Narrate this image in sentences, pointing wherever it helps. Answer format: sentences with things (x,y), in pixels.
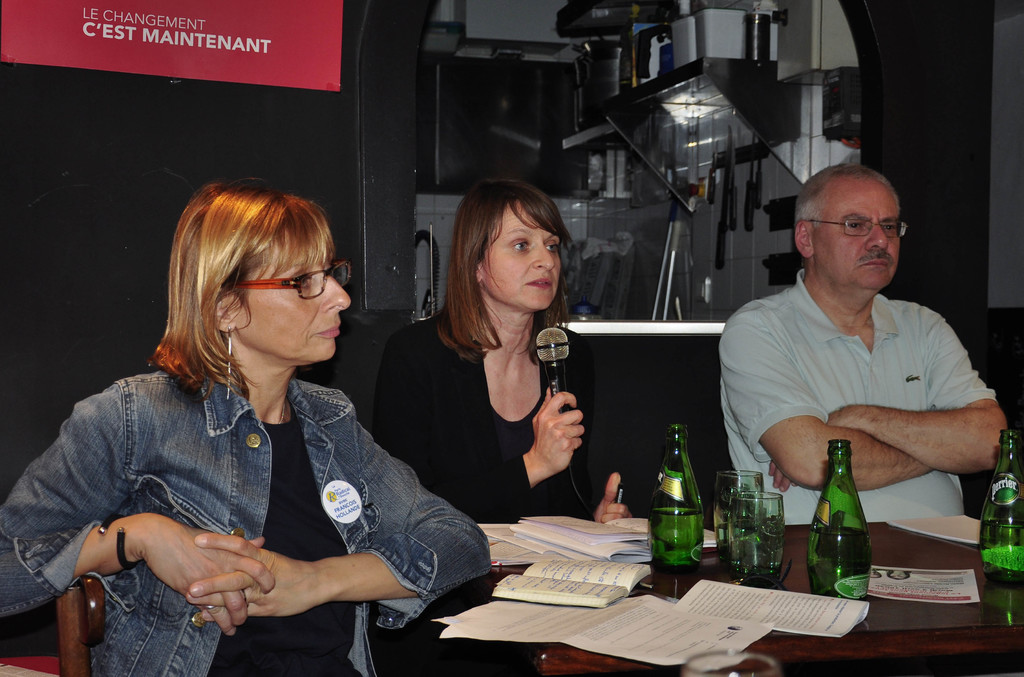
In the picture we can see two women (285,641) and one man (795,408) sitting on the chairs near the table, on the table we can find books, glasses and bottles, in the background (779,130) we can see some items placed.
